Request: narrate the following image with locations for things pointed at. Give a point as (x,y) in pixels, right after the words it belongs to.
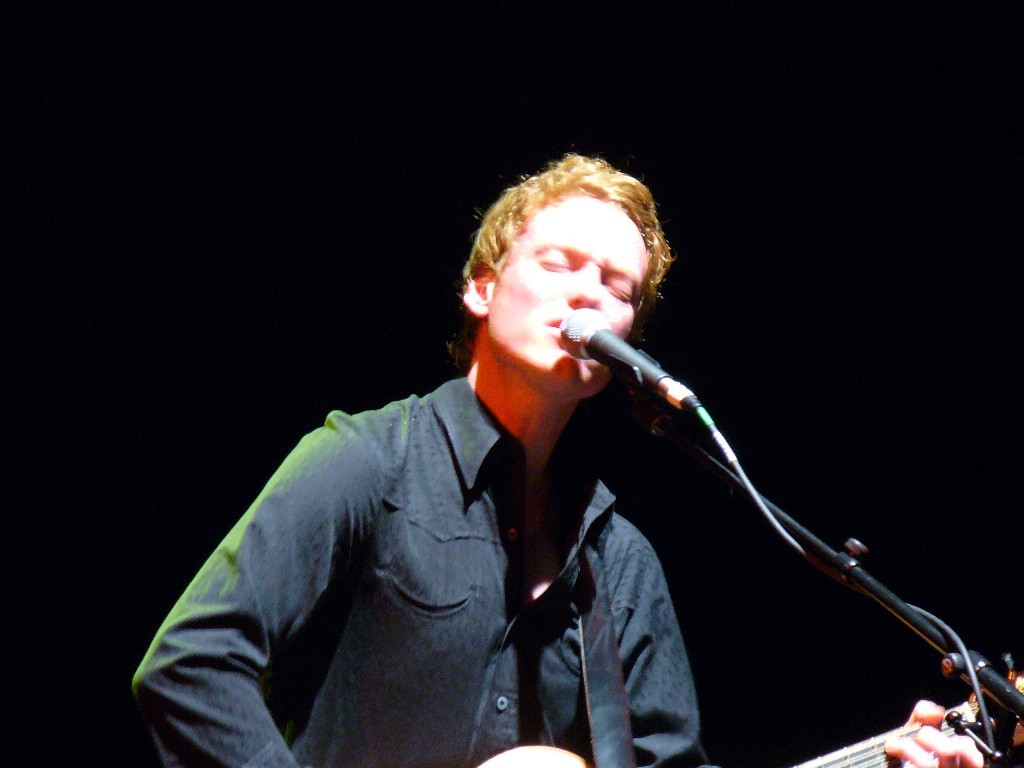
In this image I can see a person (647,257) standing, holding a guitar (560,749) in his hand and singing in a mike (590,333).
